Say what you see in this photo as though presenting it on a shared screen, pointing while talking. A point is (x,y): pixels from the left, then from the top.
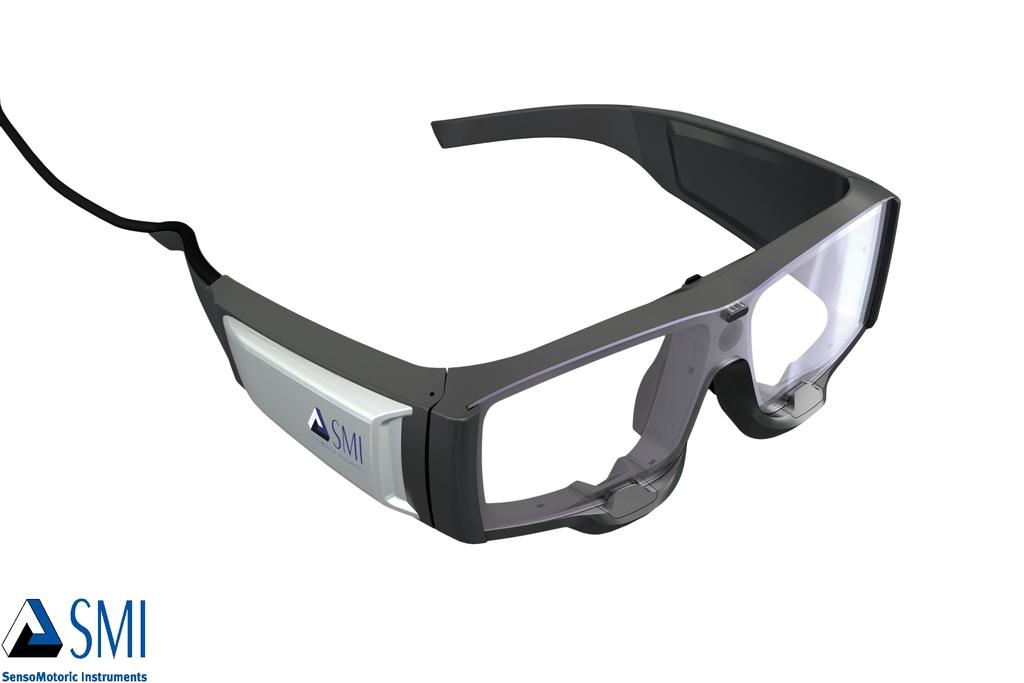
In this picture we can see a goggle (626,460). On the left (340,423) we can see the company on this goggles (356,415). In bottom left corner (49,680) there is a watermark (70,607).
